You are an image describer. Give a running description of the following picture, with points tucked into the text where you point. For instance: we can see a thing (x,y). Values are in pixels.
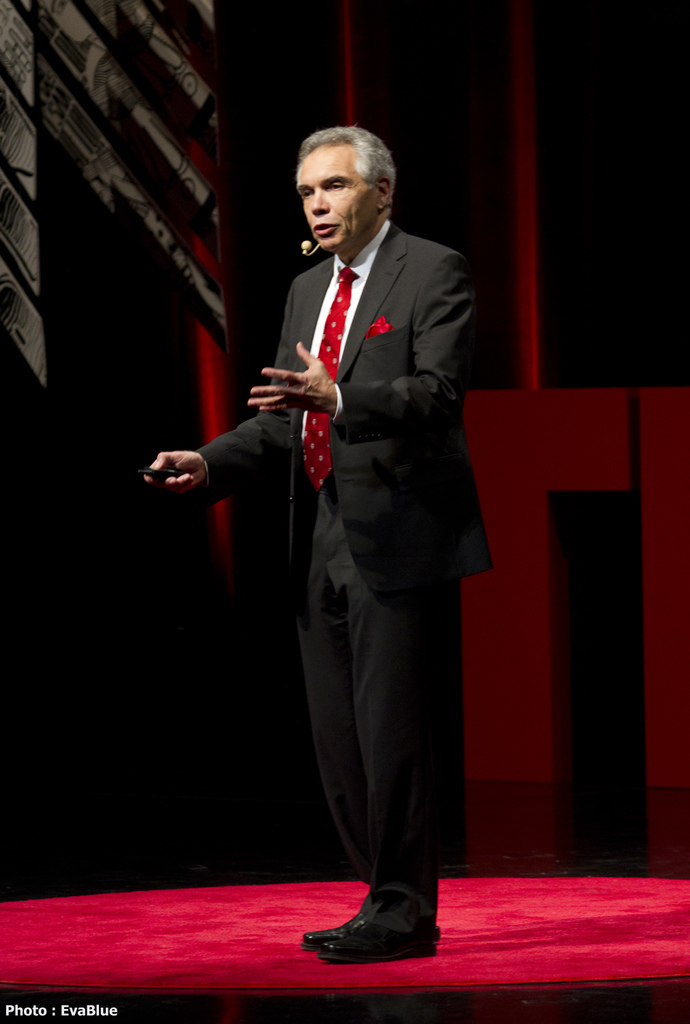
As we can see in the image there is a man (369,450) wearing black color jacket (401,427) and the image is little dark.
